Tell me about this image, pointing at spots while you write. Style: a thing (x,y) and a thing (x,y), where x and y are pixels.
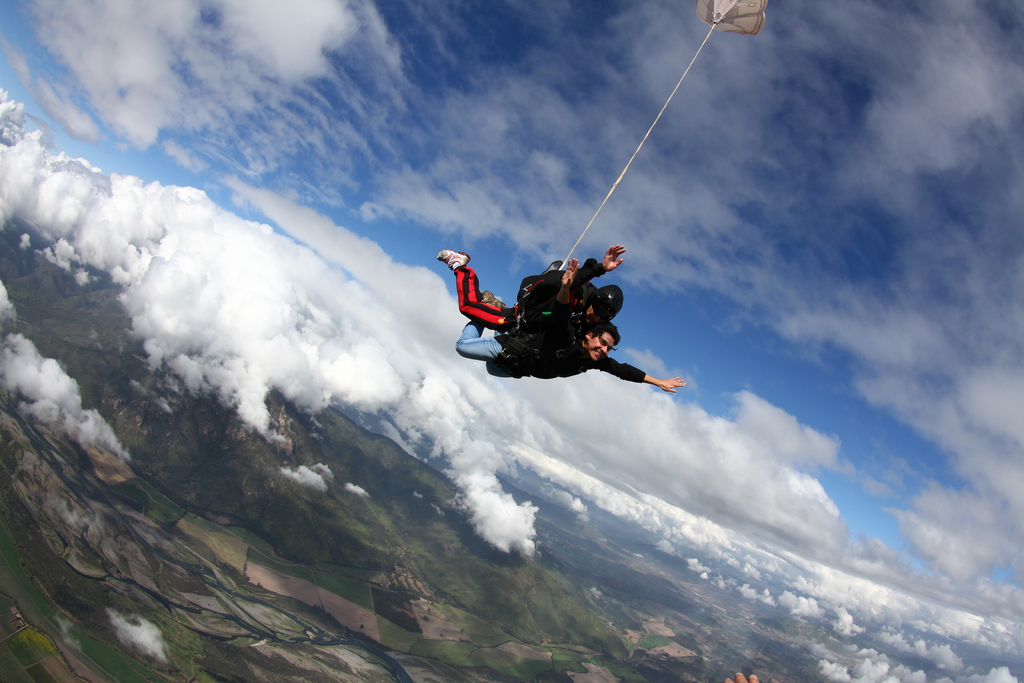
In the middle of the picture (545,351), the man (552,356) in black jacket (531,360) and blue jeans (491,346) and the man (525,300) in black jacket (584,276) and red pant (486,319) is parachuting. In the background (445,291), we see the sky (327,260) and the clouds (136,303). In the right top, we see a parachute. At the bottom of the picture (184,552), we see trees (107,597) and hills (573,621).
